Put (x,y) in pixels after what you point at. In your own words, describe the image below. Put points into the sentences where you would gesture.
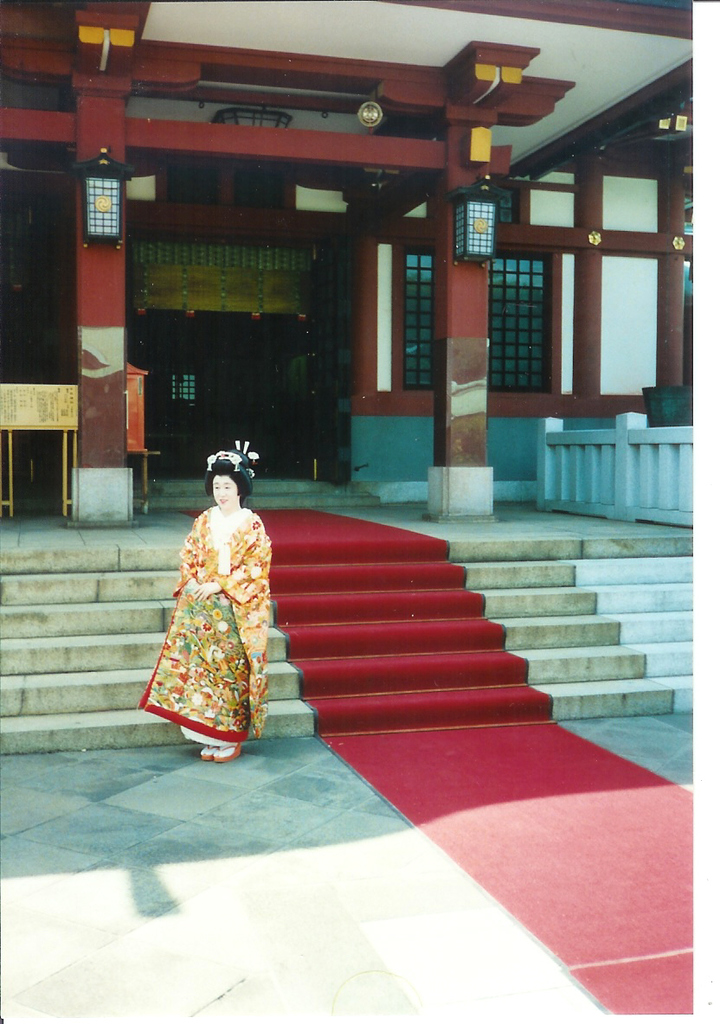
In this picture, we see a woman (228,584) is standing. She is wearing a colorful costume (238,677). At the bottom (219,910), we see the pavement (316,942) and a carpet (579,893) in red color. In the middle (277,678), we see the staircase (364,633). In the background (15,372), we see a building (72,362). On the left side (54,415), we see a board (44,400) in yellow color. Beside that, we see a pillar (122,467). Behind that, we see an orange color object (143,434). On the right side (560,498), we see the railing (649,465). Beside that, we see a pillar (444,488). In the background (422,402), we see a wall (359,418) in white and brown color and we see the windows (427,273). At the top (179,9), we see the roof (197,9) of the building (341,147).
